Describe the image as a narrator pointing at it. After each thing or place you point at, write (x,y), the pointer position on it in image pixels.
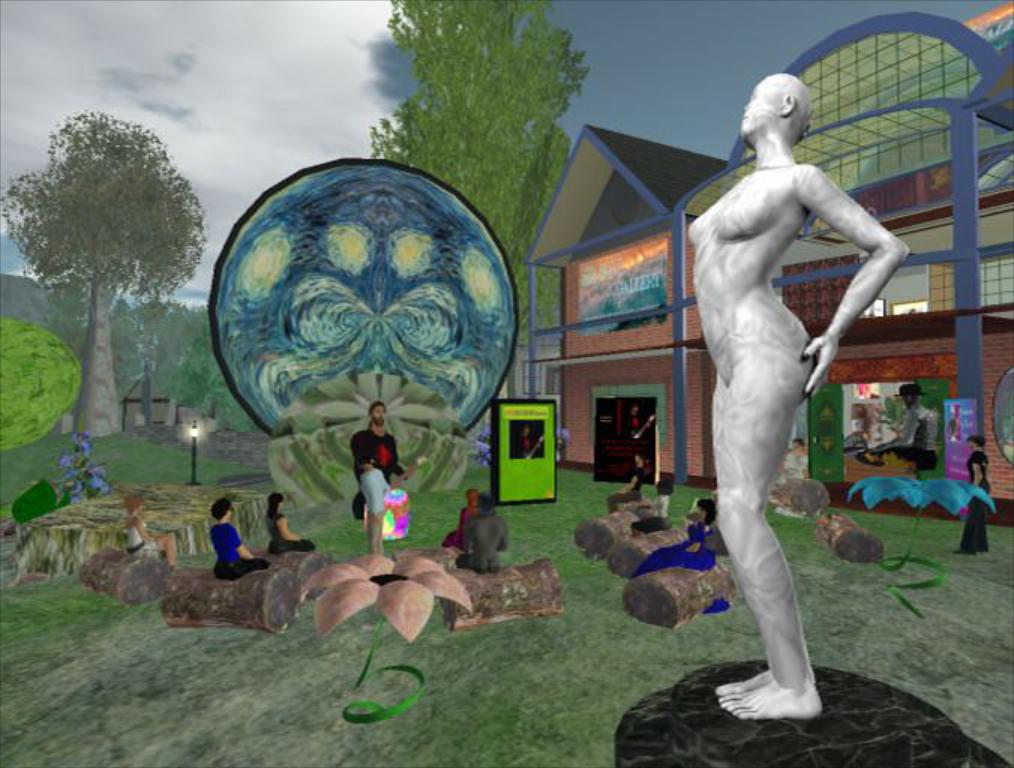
This is an animated image, in this image there is a statue (744,205) and people (237,566) are sitting on logs (641,541) and a person (375,470) is standing, in the background (268,388) there are trees (483,121) and a round structure (230,334) and a house (977,117).
